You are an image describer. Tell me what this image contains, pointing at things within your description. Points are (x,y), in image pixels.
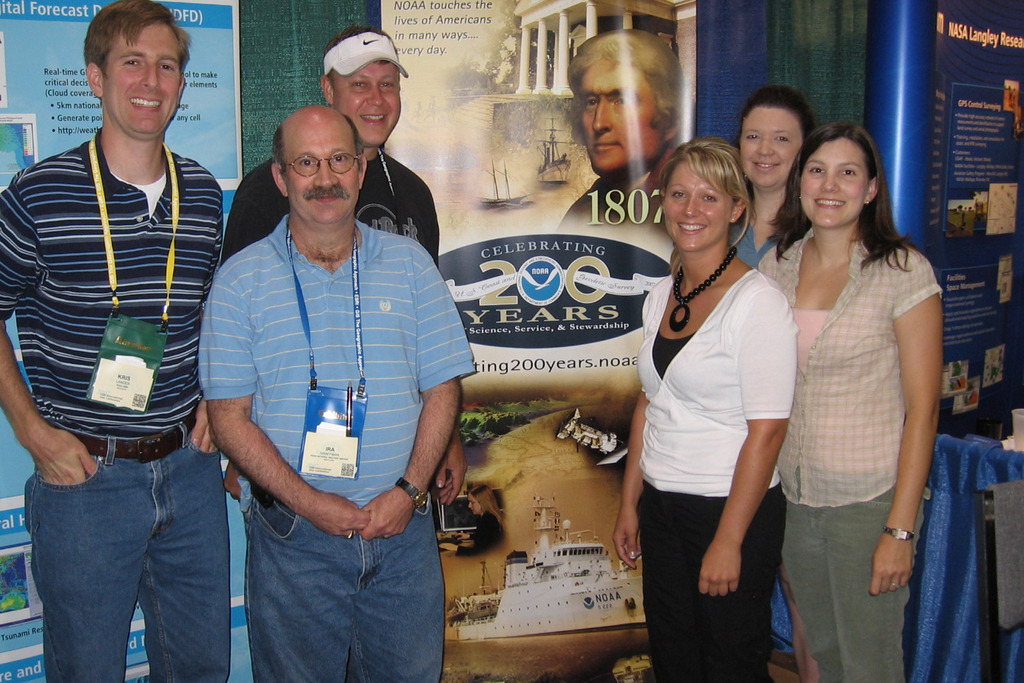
In this image I can see group of people (720,446) standing, the person (415,366) in front (398,364) wearing blue shirt (441,370), blue pant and I can also see a badge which is in blue color. Background (594,198) I can see few banners (498,318) attached to the wall (246,103), they are in blue and white color.
